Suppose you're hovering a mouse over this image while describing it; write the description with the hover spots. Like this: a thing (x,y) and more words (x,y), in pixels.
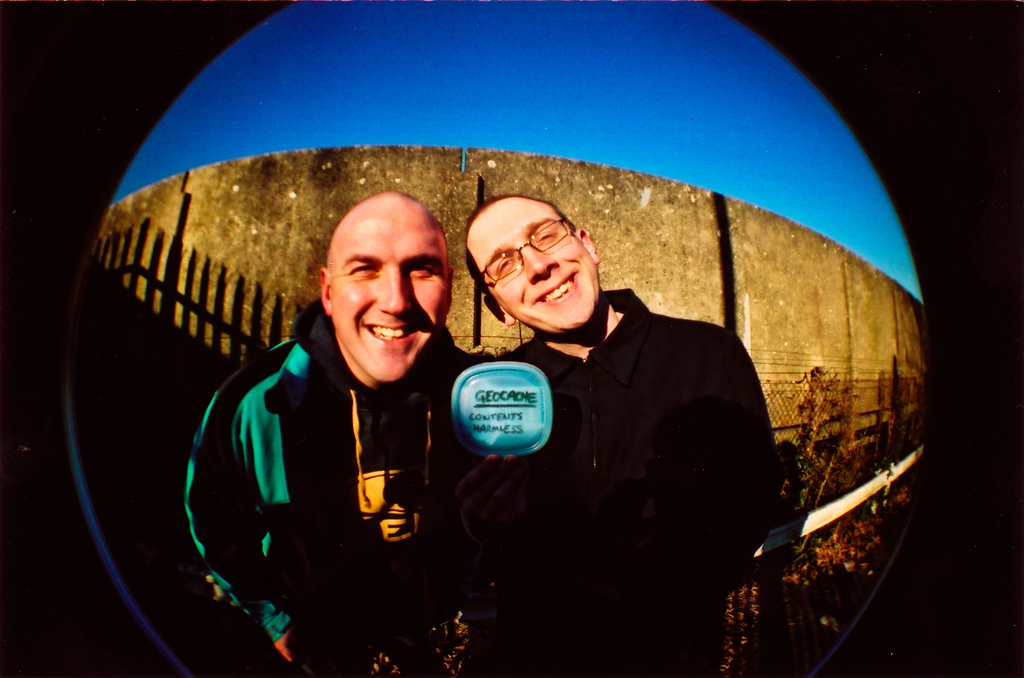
This pictures seems to be an edited image. In the center (659,360) we can see the two persons (589,353) smiling and standing on the ground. In the background (730,82) there is a sky (683,95), wall (890,344) and metal rods (212,324).
